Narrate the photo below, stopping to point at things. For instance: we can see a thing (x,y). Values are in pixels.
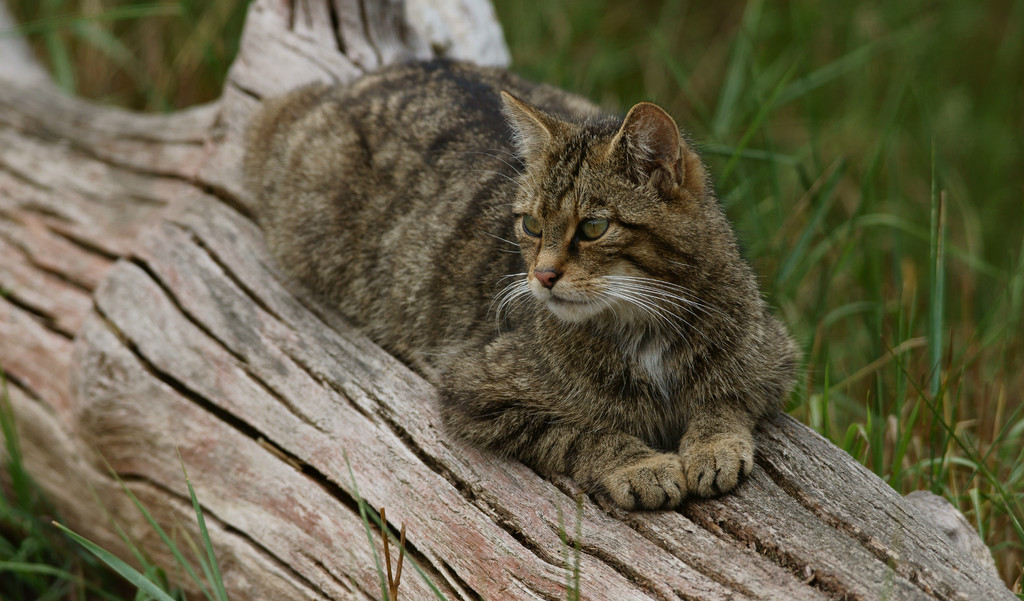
In this image we can see there is a cat (551,240) sat on a branch (222,281) of a tree (322,402), which is placed on the surface (883,355) of the grass (914,438).
